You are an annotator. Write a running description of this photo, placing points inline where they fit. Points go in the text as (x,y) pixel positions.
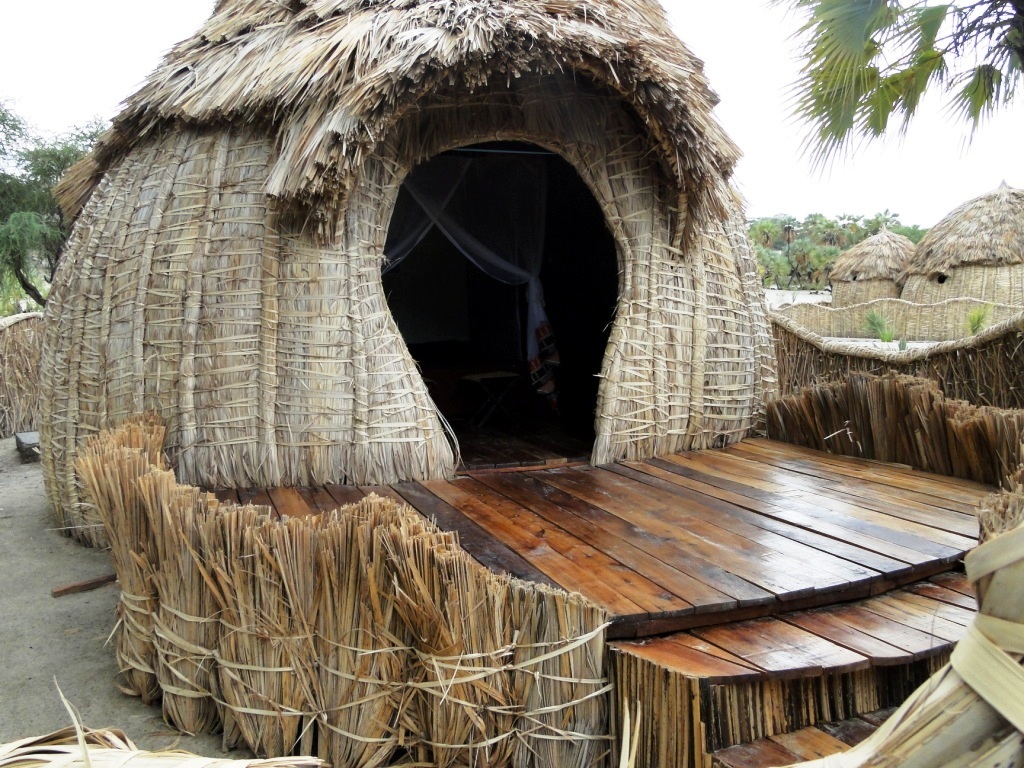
There is a cottage (760,316), which is having wooden floor (642,517). Which is having wall (229,416) with dry leaves (395,354). In the background (993,217), there are other two cottages (963,265) having wall (938,320), there are trees (861,231) and there are clouds (765,71) in the white sky (765,71).
